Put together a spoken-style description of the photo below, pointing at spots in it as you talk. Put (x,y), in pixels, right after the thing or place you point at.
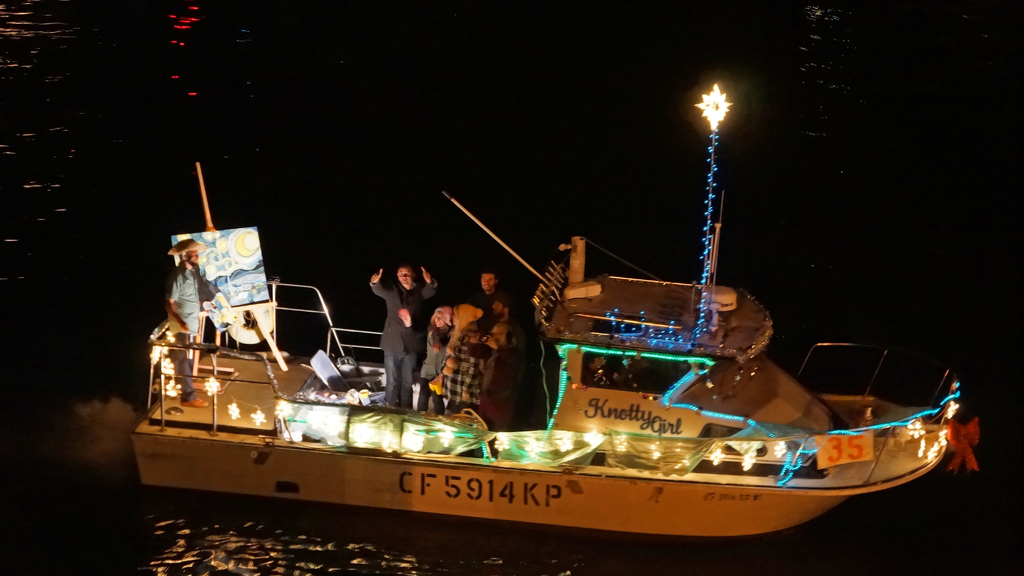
In this picture we can see white boat (182,424) with some persons (444,372) standing in the boat (479,486) and giving a pose to the camera. Behind there is a dark background (325,147).
